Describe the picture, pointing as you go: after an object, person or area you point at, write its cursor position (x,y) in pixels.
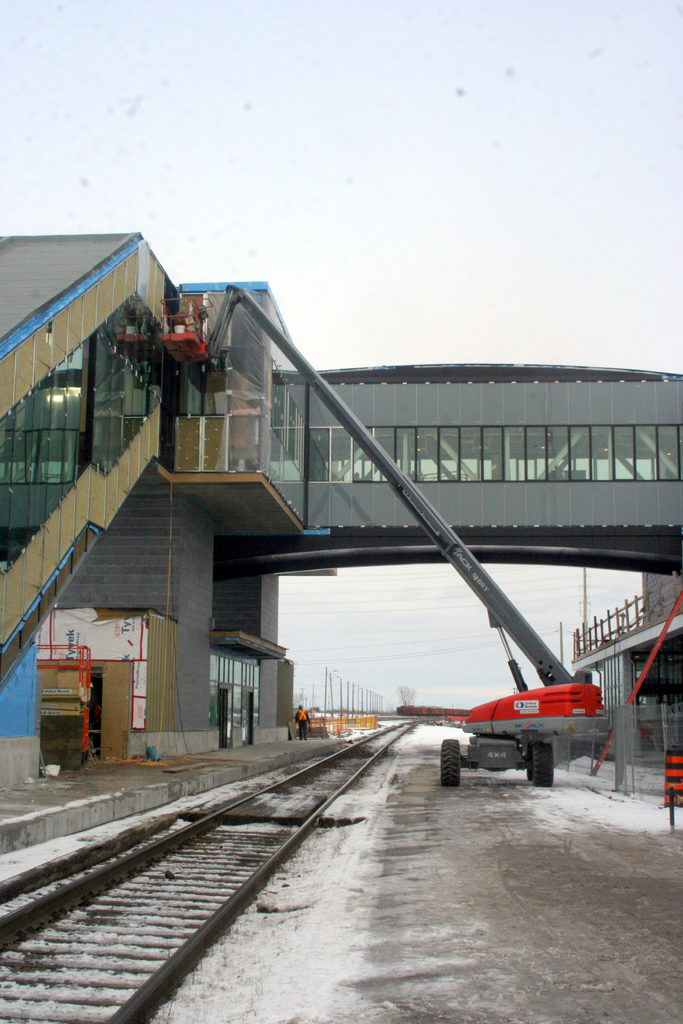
In this image I can see the track (304,827). To the side of the track (311,826) there is a vehicle (455,767) and I can see the bridge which is in grey color. In the back (416,306) I can see the white sky (349,594).
